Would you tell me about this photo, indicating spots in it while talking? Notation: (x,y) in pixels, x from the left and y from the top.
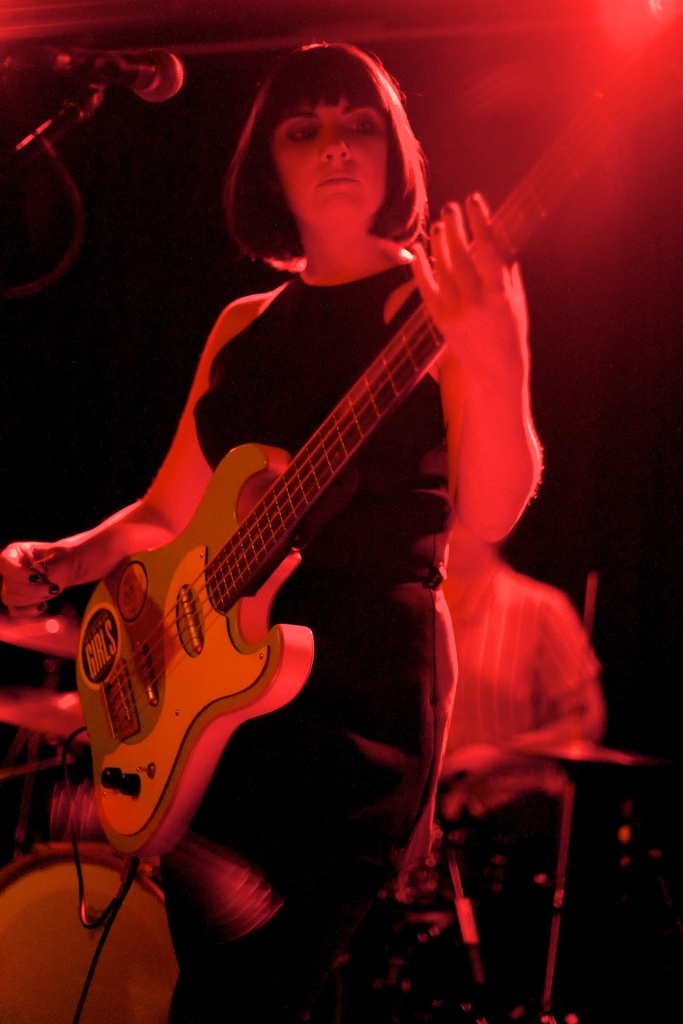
In this image i can see a woman (311,622) holding guitar (267,590) at the back ground (573,674) i can see a man (547,679) sitting and few musical instruments (544,781) and a light (631,80).
